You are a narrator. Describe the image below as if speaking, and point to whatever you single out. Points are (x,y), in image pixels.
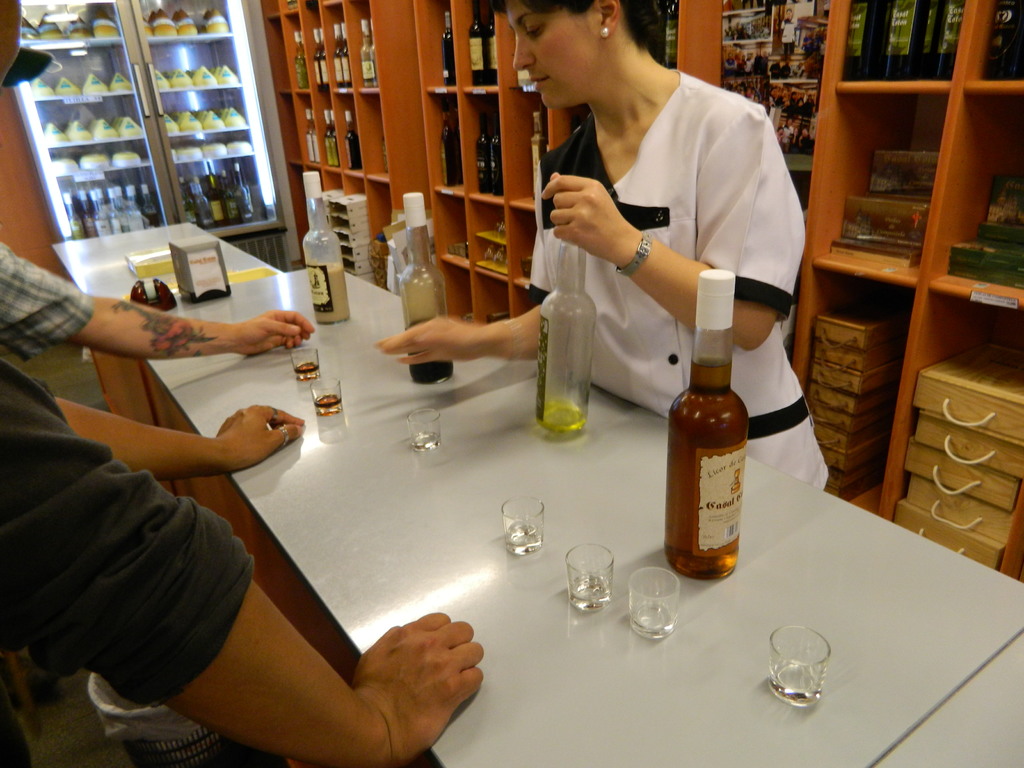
In this image I can see few people (39,273) are standing. On this desk (433,401) I can see few bottles (551,357) and few glasses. In the background (438,89) I can see number of bottles (306,84) in shelves (361,130). Here I can see a dustbin (145,736).
